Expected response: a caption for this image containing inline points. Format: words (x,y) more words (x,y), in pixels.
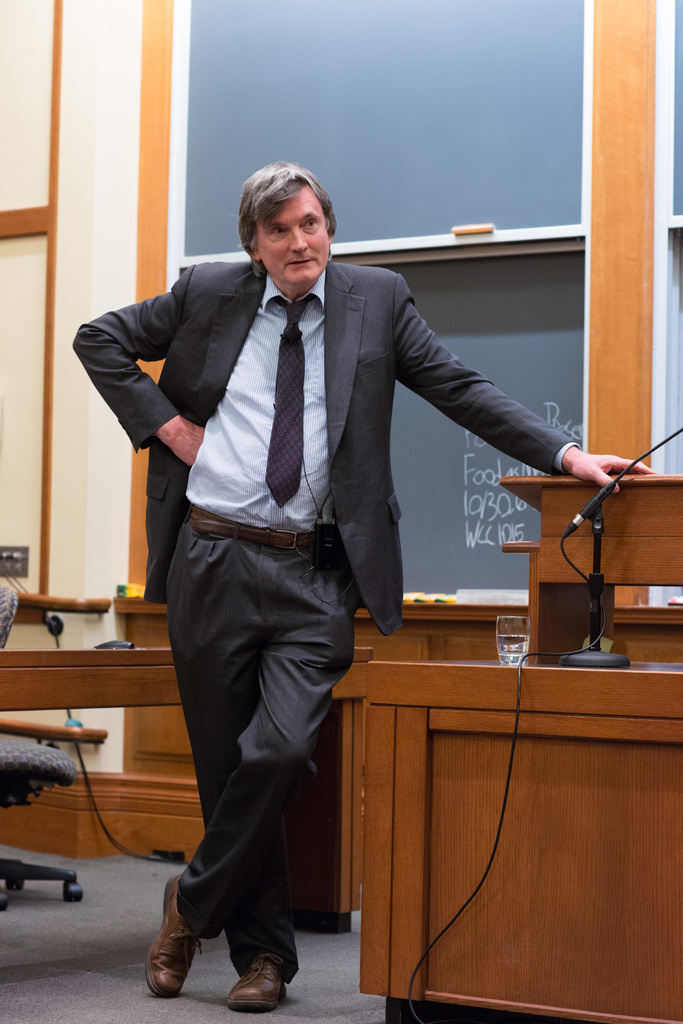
In this image i can see a man (202,339) standing at the left (209,684) there is a microphone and a podium (578,496) at the back ground (395,197) i can see a board (358,135).
